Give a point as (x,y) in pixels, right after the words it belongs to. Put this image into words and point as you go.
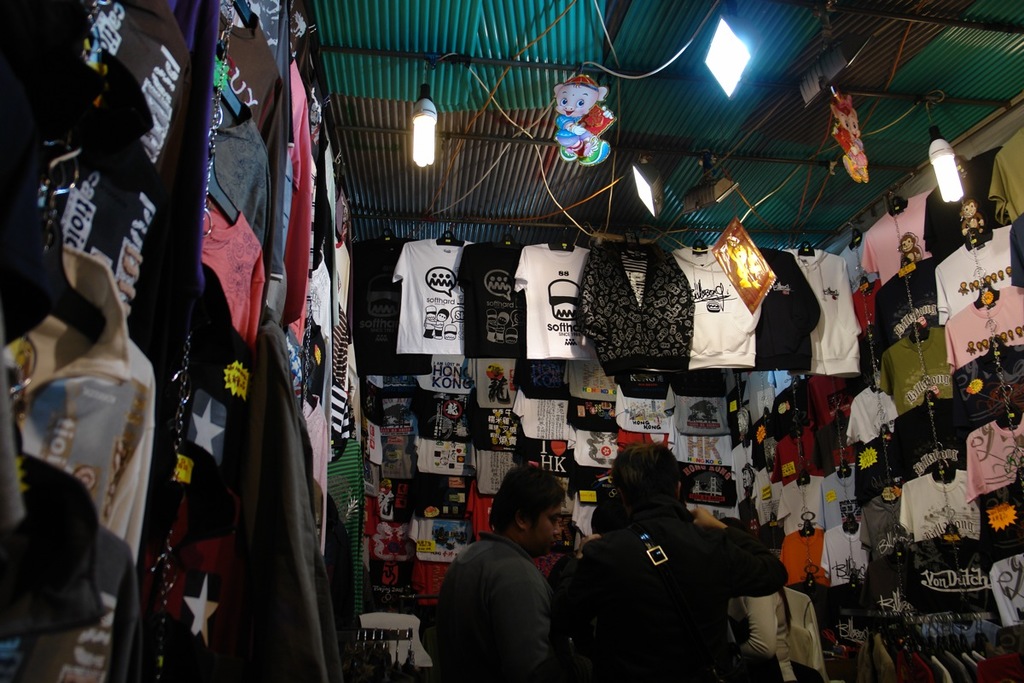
In this image I can see a inside view of a shop (926,451) in the shop (843,274) I can see number of t-shirts (1003,433) and I can see persons (626,581) at the bottom (628,554), at the top (488,127) I can see roof (941,95) and I can see cartoon image (586,109) and I can see lights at the top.
